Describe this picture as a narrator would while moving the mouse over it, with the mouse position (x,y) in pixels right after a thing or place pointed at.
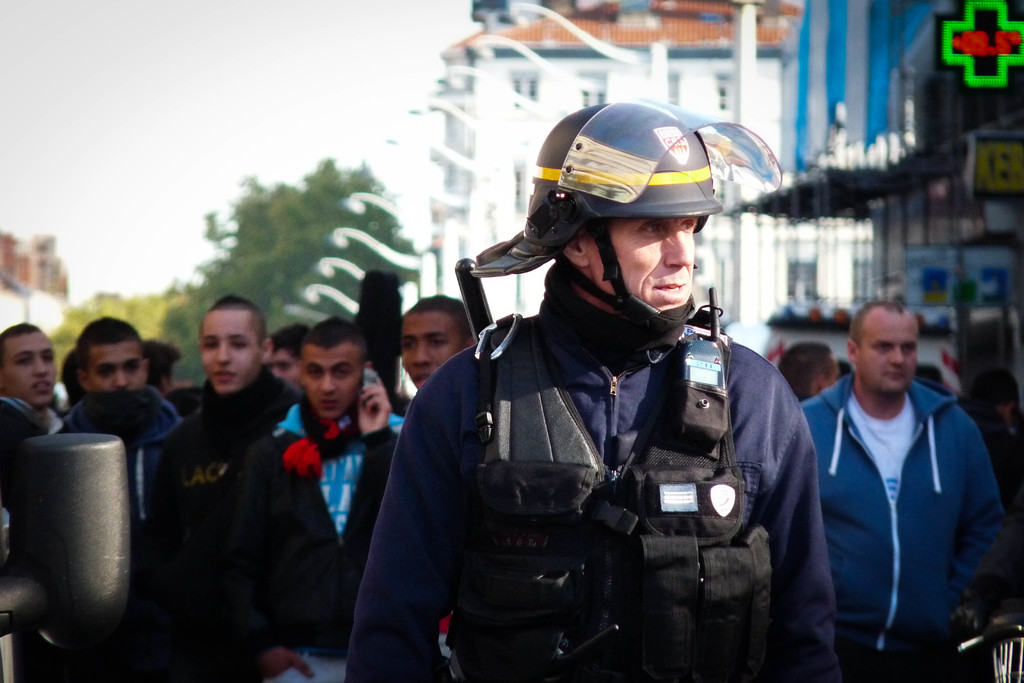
In the foreground of this image (686,431), there is a man (668,482) wearing black jacket (617,511) and helmet (615,167). In the background (358,371), there are people (385,424) standing, a black color object (86,541) on the left (87,511), there are buildings (769,70), trees (304,236), poles (567,27) and the sky (308,74).
